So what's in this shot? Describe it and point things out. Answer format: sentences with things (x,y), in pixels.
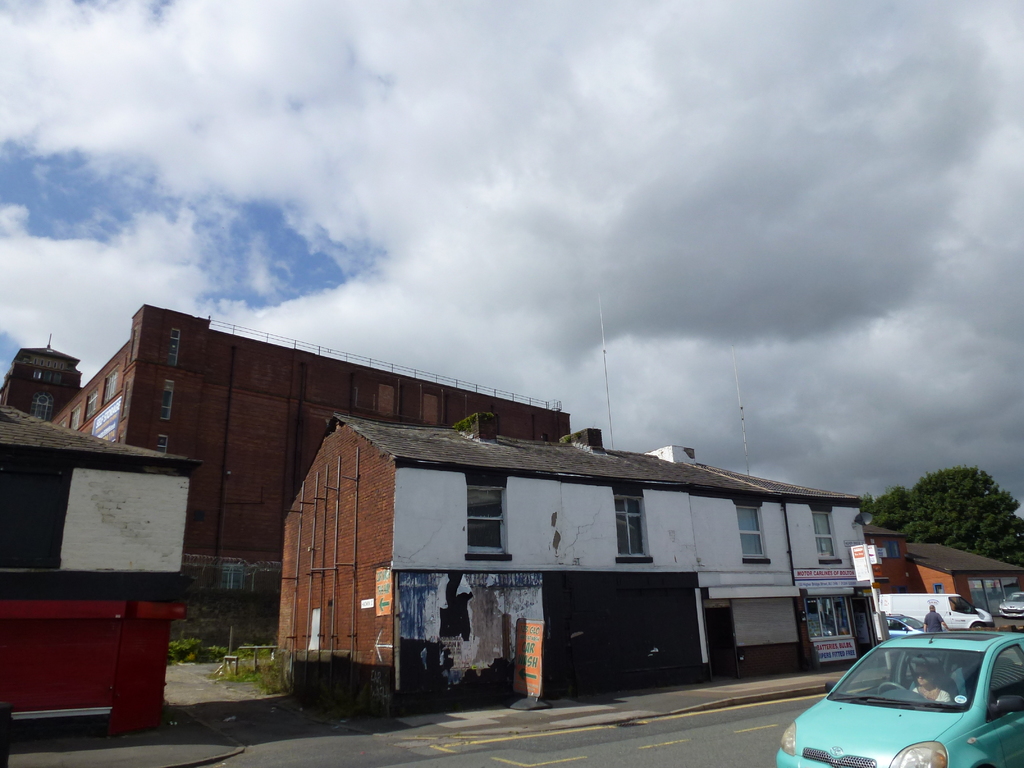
In this picture I can see buildings (412,545). On the right side (950,728) I can see vehicles (956,685) on the road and a person (933,629). In the background (562,124) I can see the sky (394,90).
